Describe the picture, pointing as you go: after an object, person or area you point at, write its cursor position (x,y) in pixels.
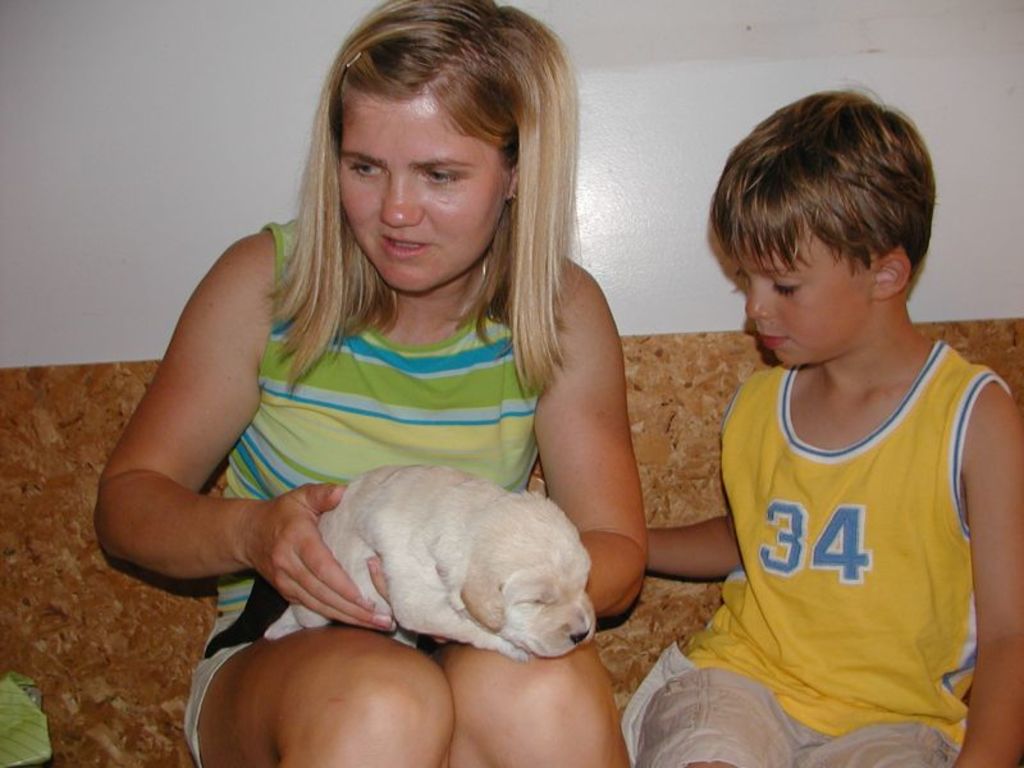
In this image i can see a girl (150,552), holding a baby dog (568,573) on her hand (336,581), beside her a boy (765,504) sat.
